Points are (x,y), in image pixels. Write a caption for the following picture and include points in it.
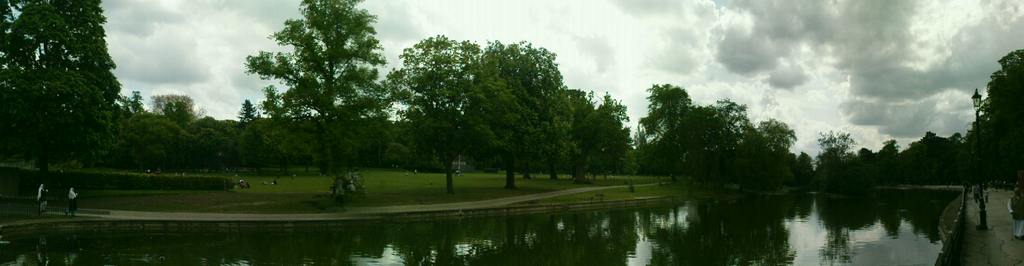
In this image in the center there is water lake (672,233). On the right side of the lake (857,211) there is a pole (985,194), and there are trees (988,180), and there are persons (1015,211) and in the center (345,165) there are trees (309,170) and there are persons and there is grass (394,188) on the ground (434,188) and the sky (647,66) is cloudy.
